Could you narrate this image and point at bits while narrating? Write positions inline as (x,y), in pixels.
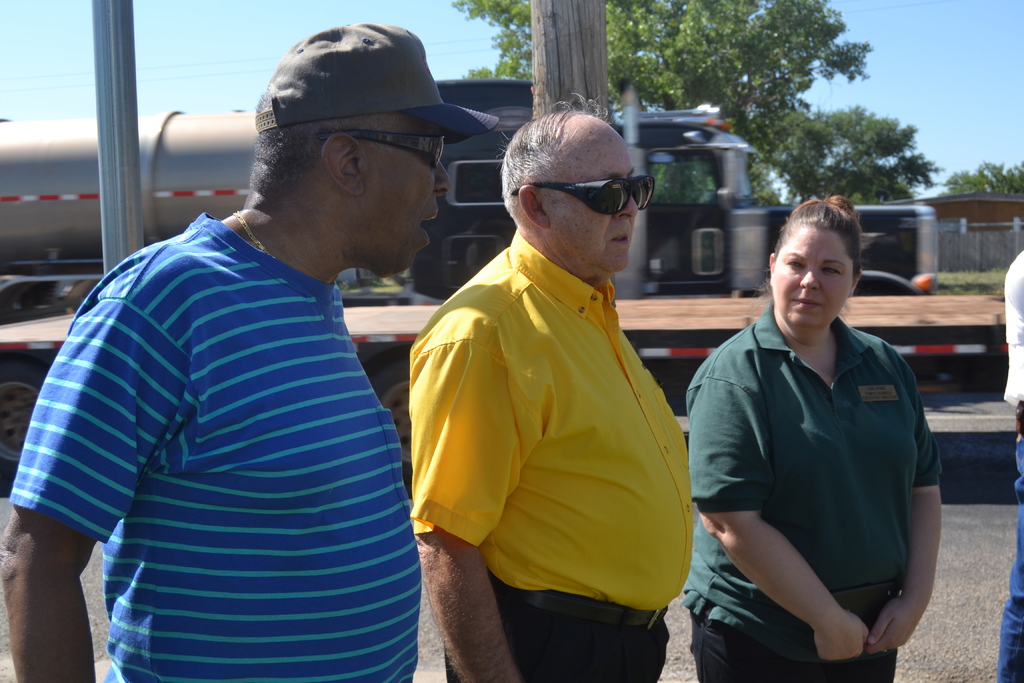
In this picture there are people (663,459) and we can see vehicles (681,260) and poles (117,149). In the background (768,190) we can see fence (980,247), trees (965,191), house (948,206), grass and sky (992,32).
